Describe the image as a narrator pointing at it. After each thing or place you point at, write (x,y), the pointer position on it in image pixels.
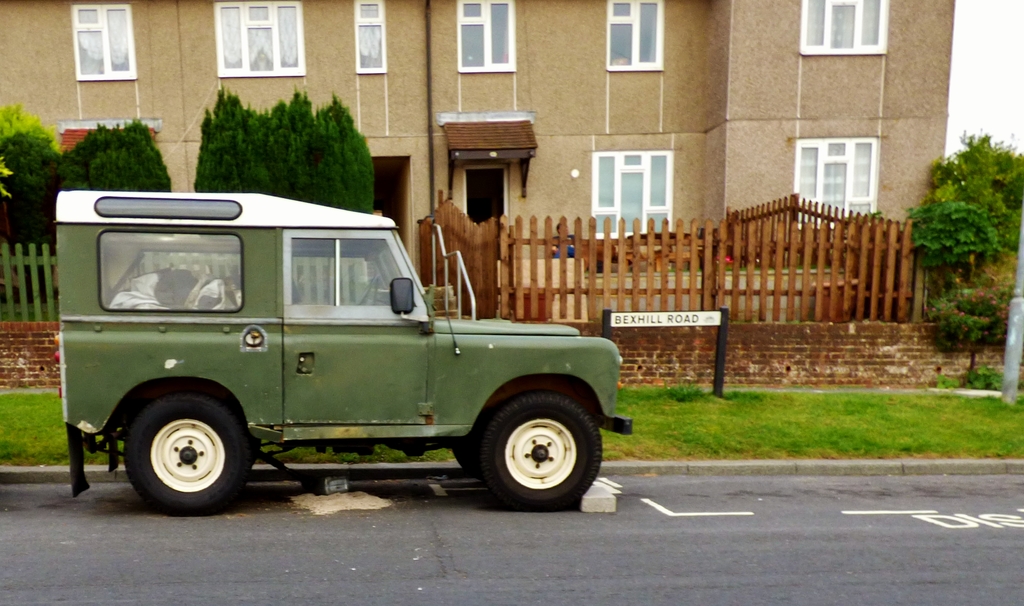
There is a vehicle (240,477) on the road (621,506). At the back (29,236) there is fencing (38,304), trees (152,147) and a building (632,29).
